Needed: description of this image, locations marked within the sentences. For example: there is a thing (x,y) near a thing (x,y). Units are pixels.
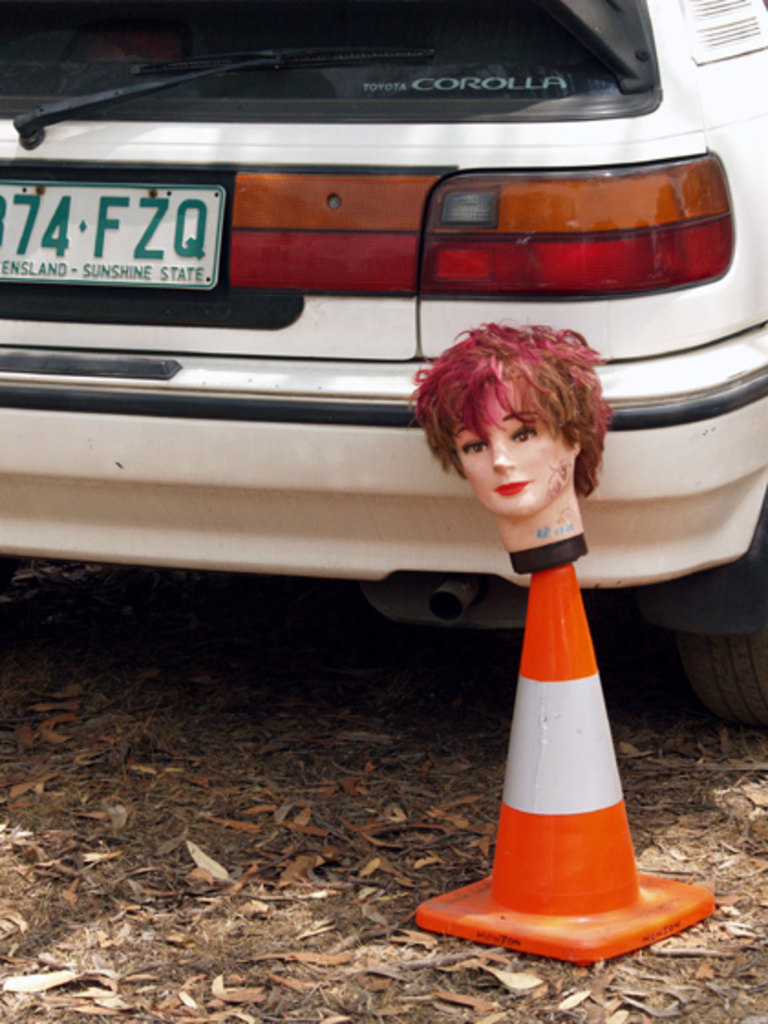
This picture contains a white color car (283,289) parked. Beside that, we see a red color stopper (569,822) and on top of it, we see the head (494,442) of the doll (450,413). At the bottom of the picture (293,795), we see dried leaves (221,945) and twigs (214,780). This picture is clicked outside the city.
